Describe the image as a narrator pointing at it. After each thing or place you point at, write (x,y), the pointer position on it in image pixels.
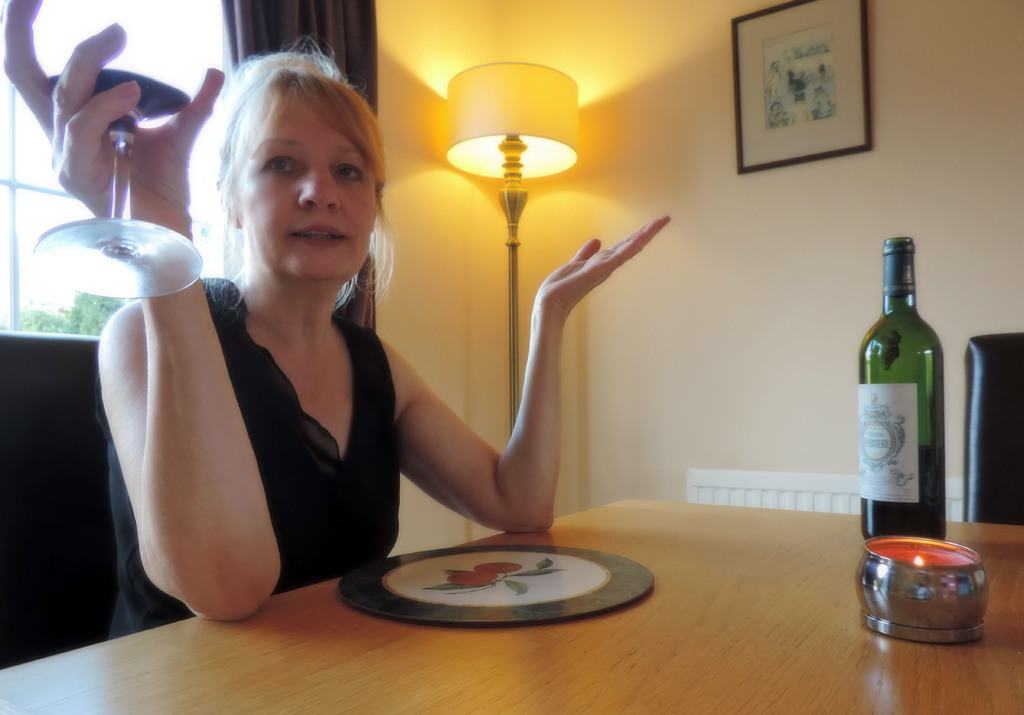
This picture is taken in a room (689,349). There is a woman (278,405) sitting on chair (60,452) at the table (328,685) and holding wine glass (147,100) in her hand (134,84). On the table (657,580) there is a bottle (895,463) and a candle (912,568). Beside her there is lamp (536,106). Behind her there is window (35,194) and through it sky (45,169) and trees (78,304) can be seen. In the background (650,134) there is wall (651,111), curtain (359,34), radiator (732,480) to the wall (696,454) and picture frame (756,135) hanging on the wall (719,158).
